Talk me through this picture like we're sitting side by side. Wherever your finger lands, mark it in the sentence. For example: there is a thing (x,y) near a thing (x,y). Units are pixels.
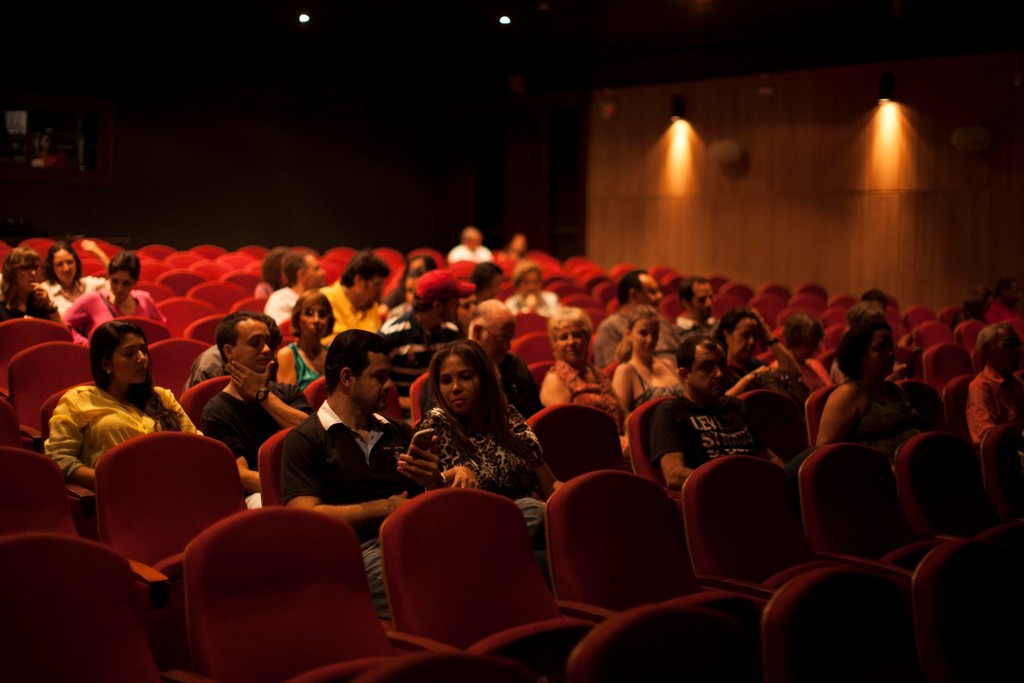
This picture is taken inside a large hall (642,517). In which many red colored chairs (174,490) are there. On the chairs (173,314) many people (426,358) are sitting. It is looking like they are watching something. This is looking like a theater (246,222). In the background (713,221) there is a wall (793,151) on the wall (791,144) there are two lights (679,115).
